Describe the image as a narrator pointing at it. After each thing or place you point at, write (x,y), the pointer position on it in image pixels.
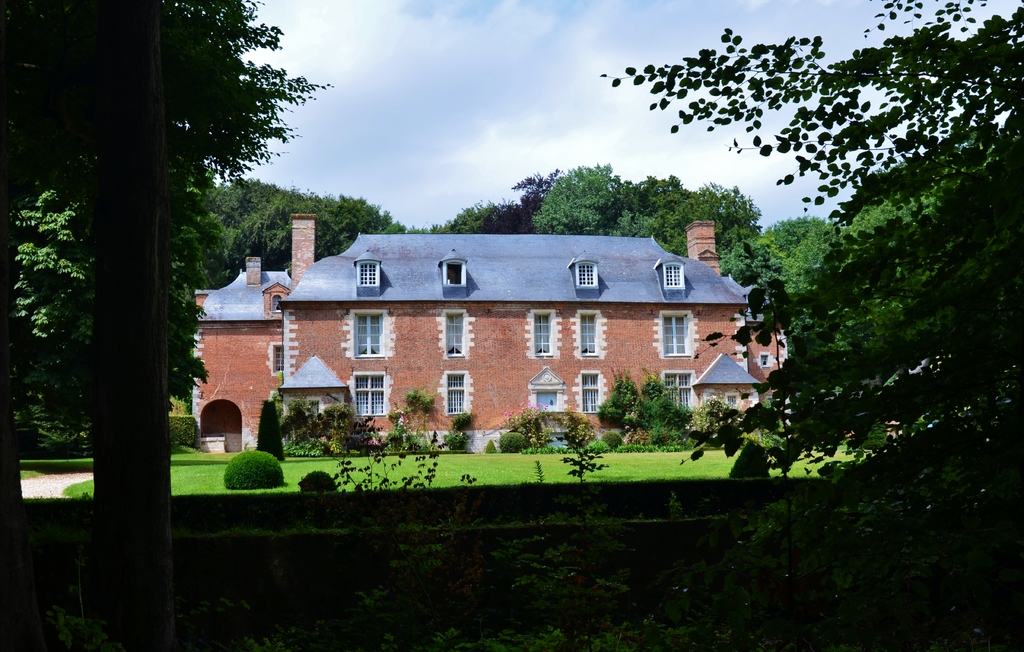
In the image we can see a building (462,357) and these are the windows (361,334) of the building (578,331). Everywhere there are trees (867,273) around. Here we can see grass (463,474), plants (240,476) and a cloudy sky (384,123).
